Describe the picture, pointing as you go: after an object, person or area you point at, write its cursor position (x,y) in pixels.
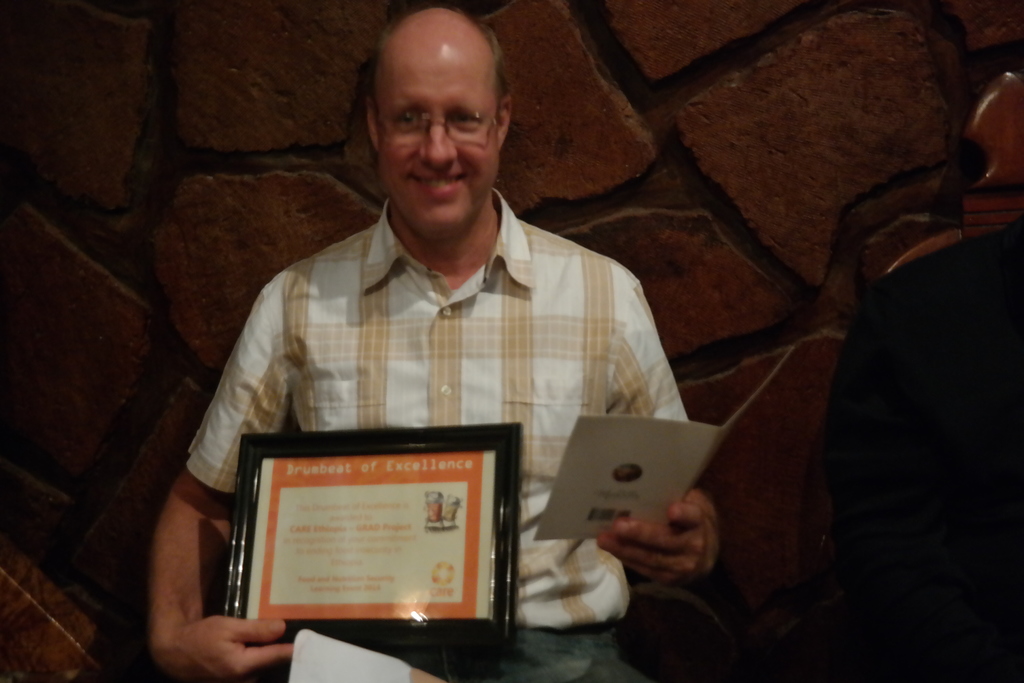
In the picture I can see a man (385,400) and there is a smile on his face (495,164). He is wearing a shirt (591,300) and he is holding a book (625,436) in his left hand (668,520) and there is an award shield (403,556) in his right hand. In the background (323,247), I can see the stone wall (731,168).
